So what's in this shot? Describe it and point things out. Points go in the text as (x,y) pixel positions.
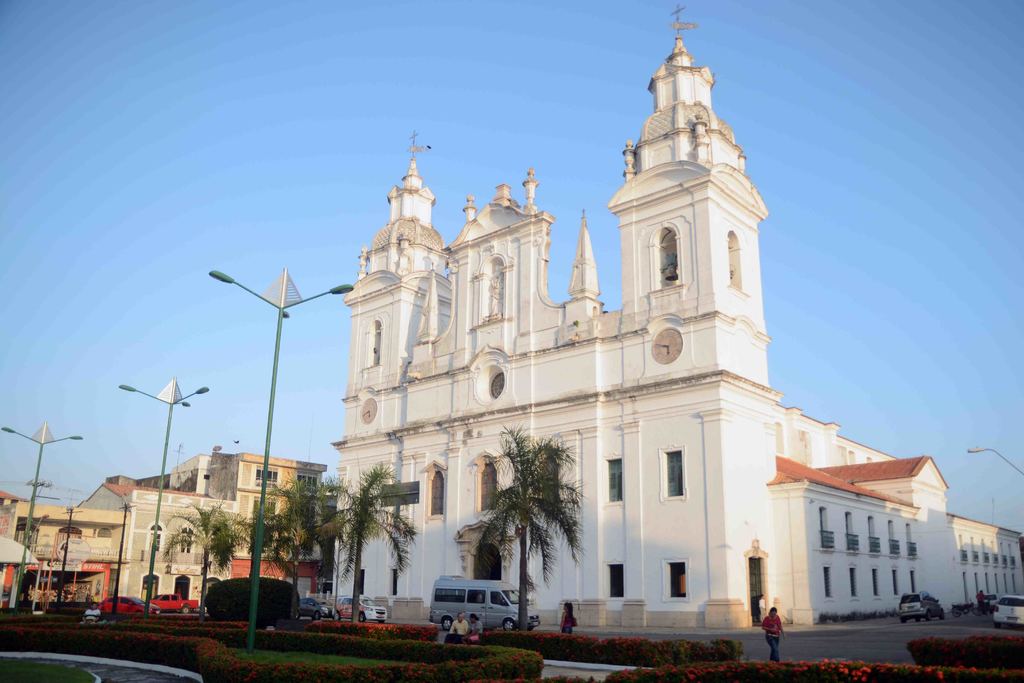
In this image we can see church (564,477) with windows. Also there are other buildings (113,493). There are light poles (27,539). There are vehicles (466,605). There are trees (289,524) and bushes (575,638). In the background (174,223) there is sky (237,179).
